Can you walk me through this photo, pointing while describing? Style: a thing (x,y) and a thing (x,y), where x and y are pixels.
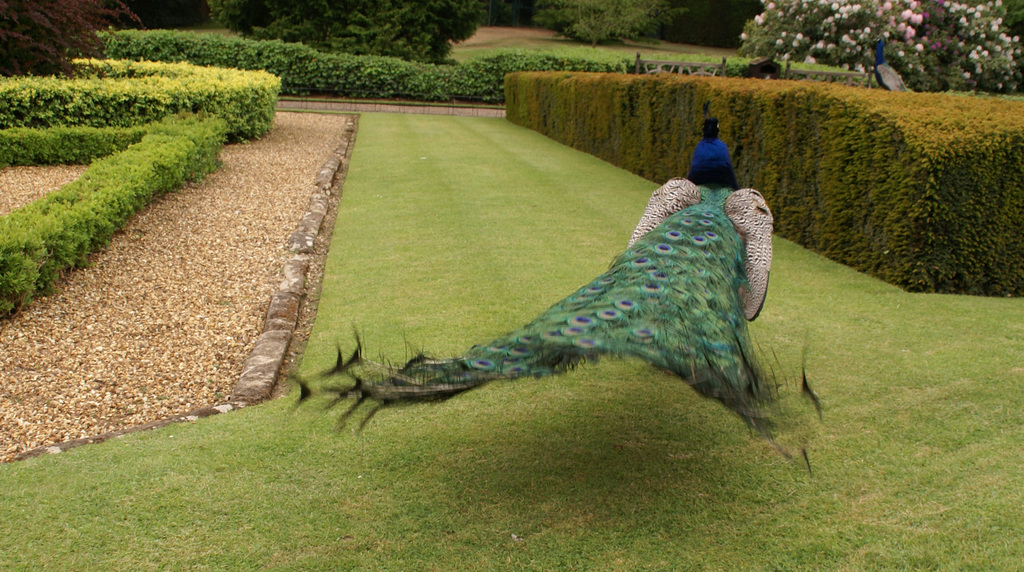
In this picture we can see peacocks (701,192). Some grass (590,462) is visible on the ground (513,418). There are a few bushes (947,91) visible on both sides of the image. We can see a few plants (982,34) in the background (474,22).
